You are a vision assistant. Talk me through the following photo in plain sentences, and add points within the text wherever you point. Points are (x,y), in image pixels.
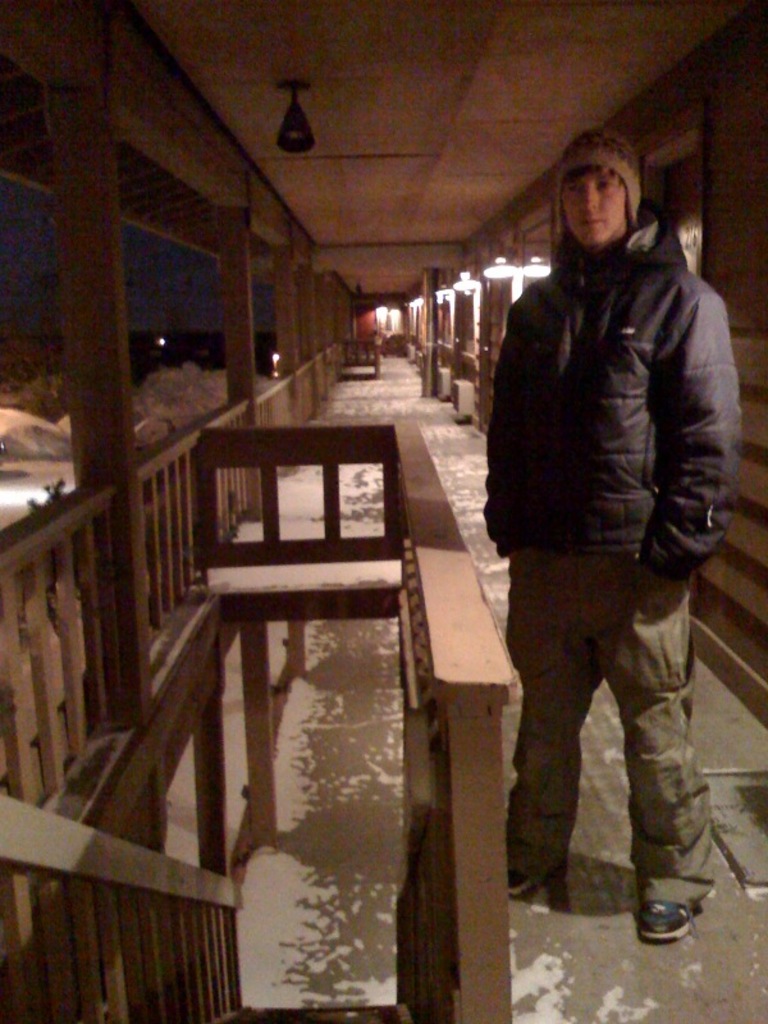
In this image in the front (165,903) there is a railing (225,959). On the right side (618,457) there is a person (622,517) standing. In the background (191,413) there are lights (467,280) and trees (209,397) and there are pillars (308,337) and there are railings (332,363).
